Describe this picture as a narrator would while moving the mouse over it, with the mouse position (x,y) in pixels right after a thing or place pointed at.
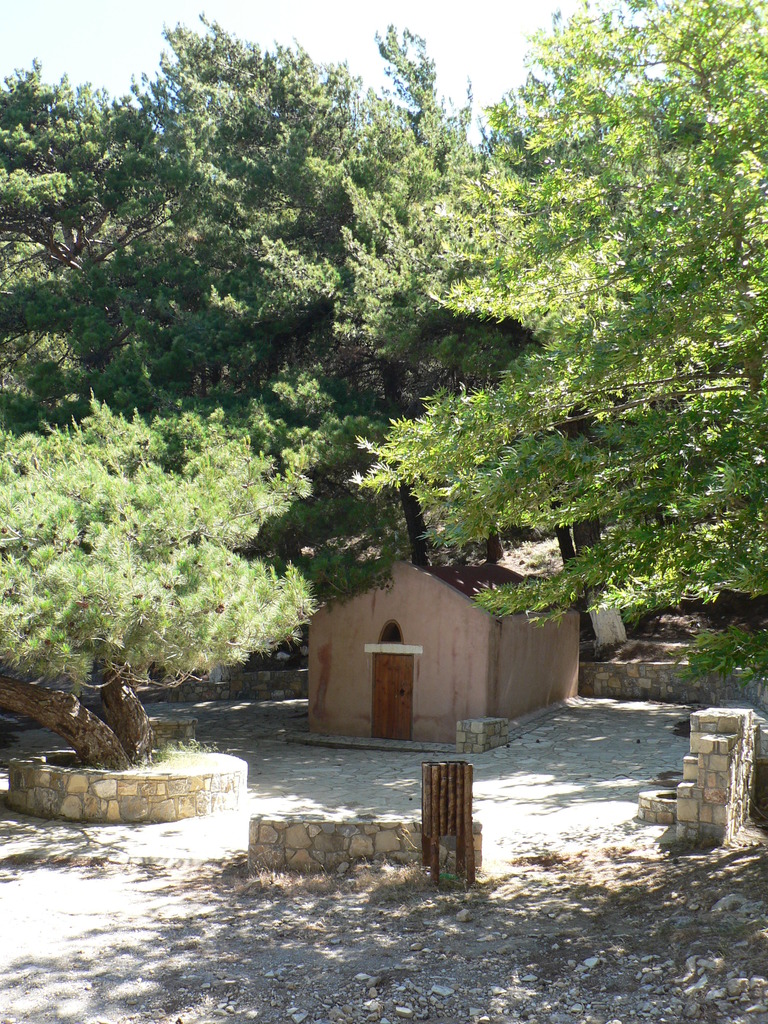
In this image there is a shed (387,654) and we can see trees (426,271). At the top (139,69) there is sky (139,69).
